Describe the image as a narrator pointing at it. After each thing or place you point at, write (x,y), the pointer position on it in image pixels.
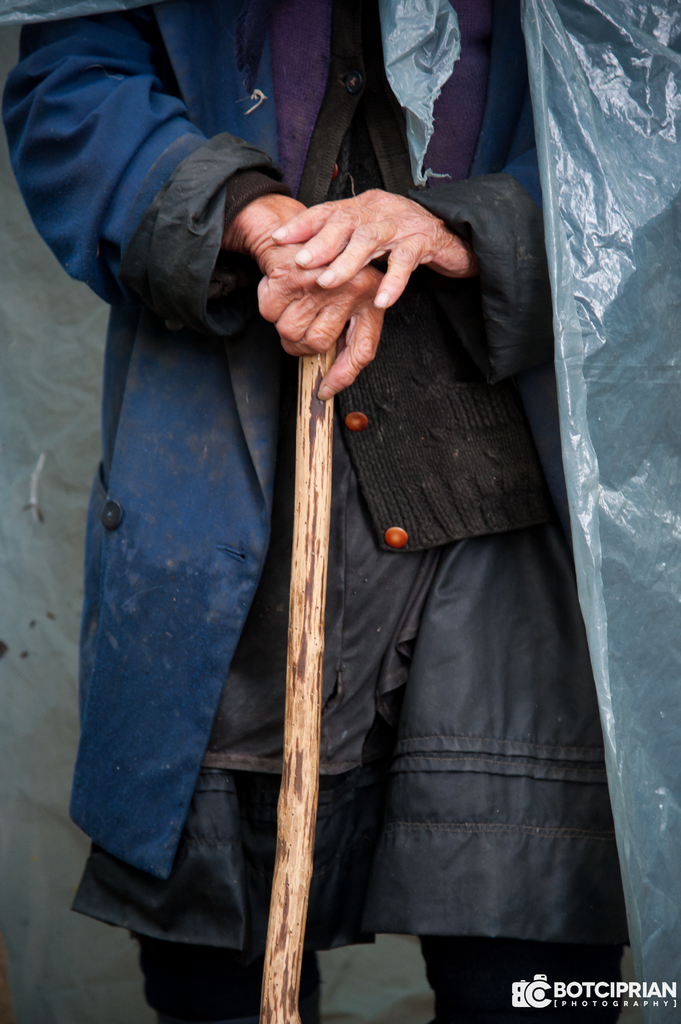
In this picture I can see a human (316,350) standing holding a stick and human (285,263) wore a coat (219,367) and a polythene cover (555,295) and I can see text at the bottom right corner of the picture (556,996).
